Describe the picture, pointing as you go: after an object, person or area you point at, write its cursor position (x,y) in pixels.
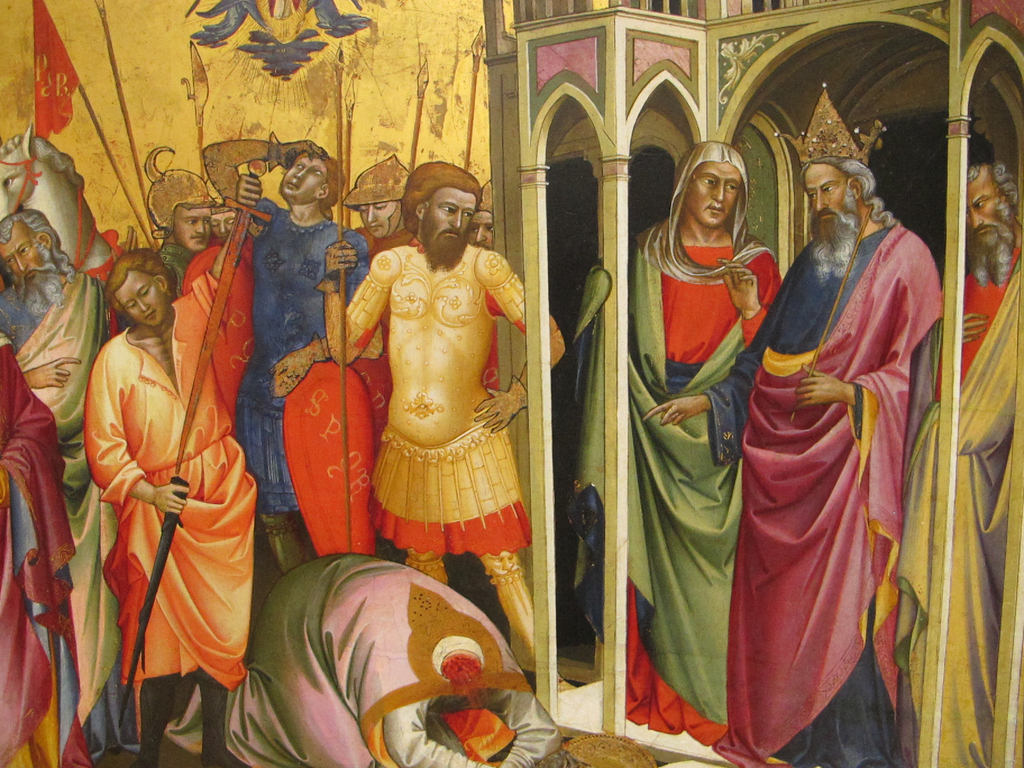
As we can see in the image there is painting (346,145) of few people (307,182) and wall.
